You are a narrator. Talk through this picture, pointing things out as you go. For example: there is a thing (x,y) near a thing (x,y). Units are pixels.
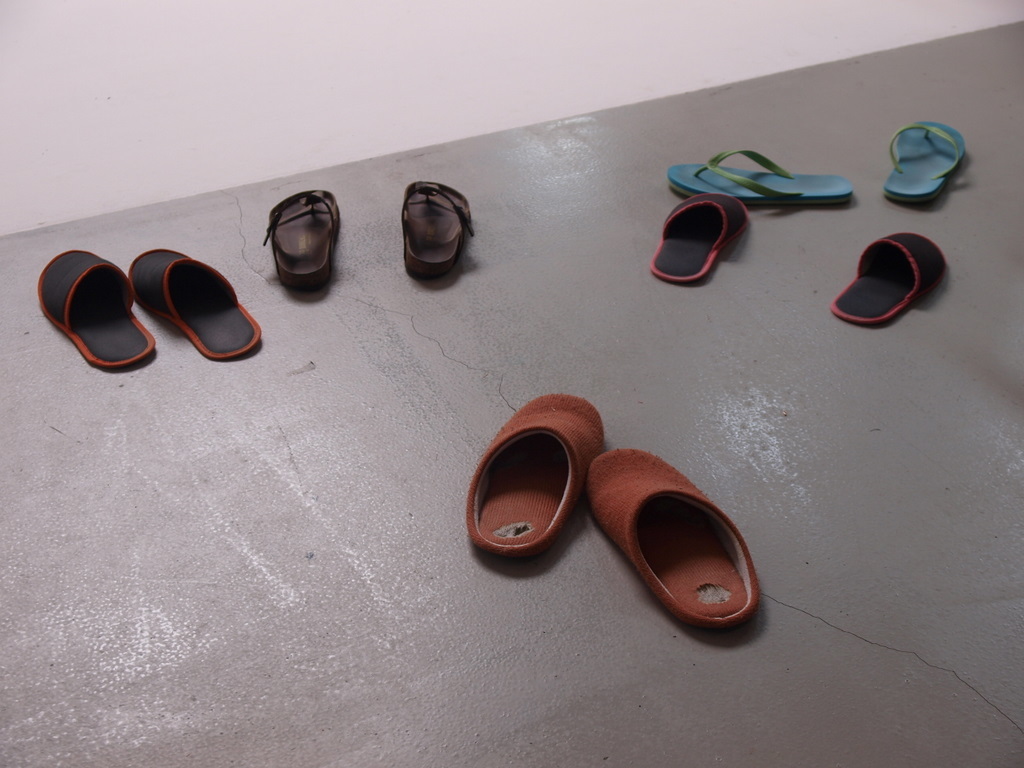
In this image at the bottom (533,577) there is a floor (461,569), on the floor (237,251) there are some shoes (614,493) and in the background (419,96) there is a wall (335,117).
